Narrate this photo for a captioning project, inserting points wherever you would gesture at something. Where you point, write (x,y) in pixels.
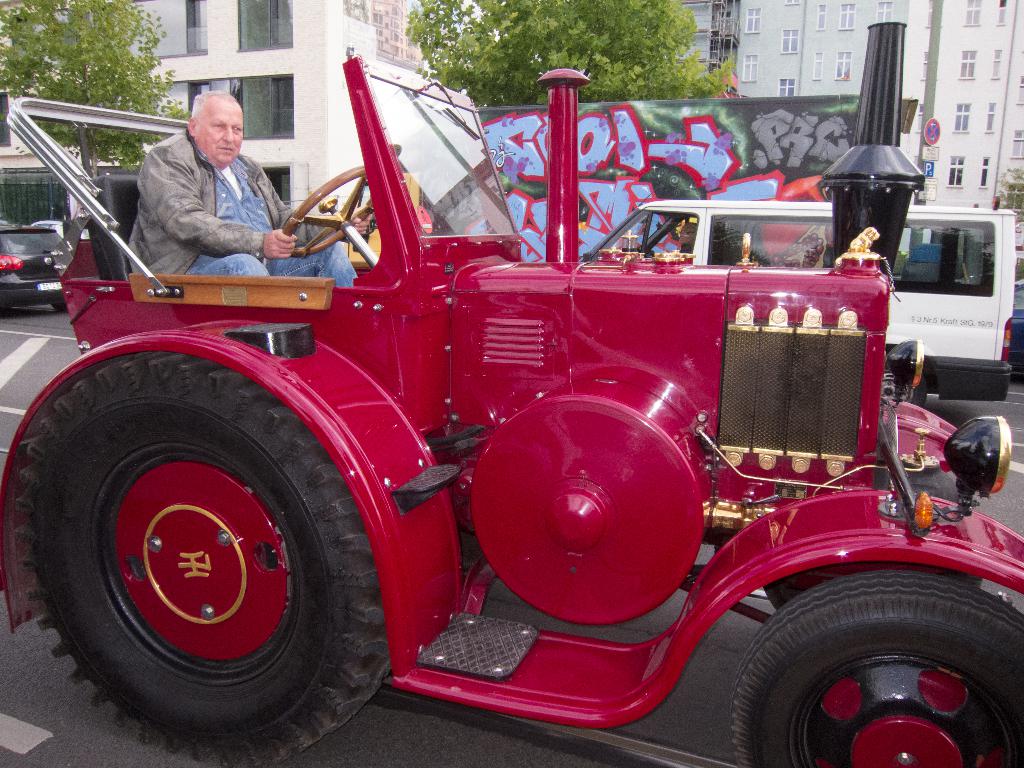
There is a man (214,191) sitting and holding a steering (298,221) of a red color vehicle (502,416). In the back (680,223) there are vehicles (620,243). There is a road (476,710). Also there is a poster (675,163) with graffiti (691,161). In the background (272,39) there are trees (477,52) and buildings (752,50) with windows (753,63).
